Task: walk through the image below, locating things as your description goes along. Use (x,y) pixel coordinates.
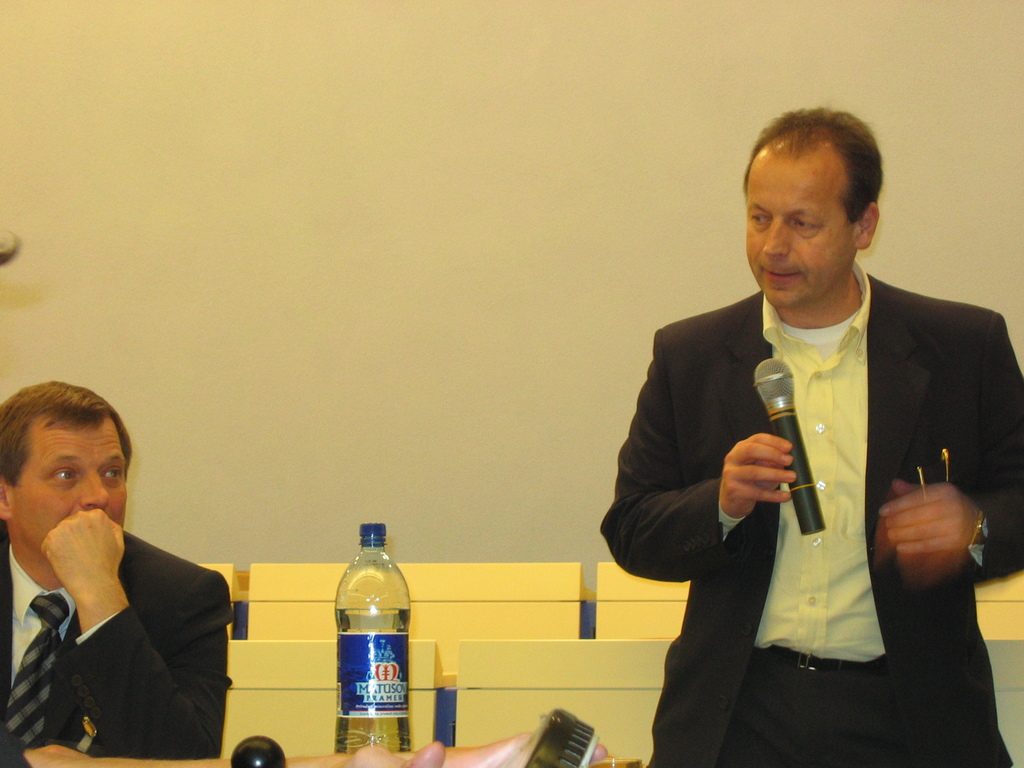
This is the picture of two people (89,533) one among them is standing and holding the mic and the other is sitting on the chair (265,715) in front of the table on which there is a bottle (358,624).
